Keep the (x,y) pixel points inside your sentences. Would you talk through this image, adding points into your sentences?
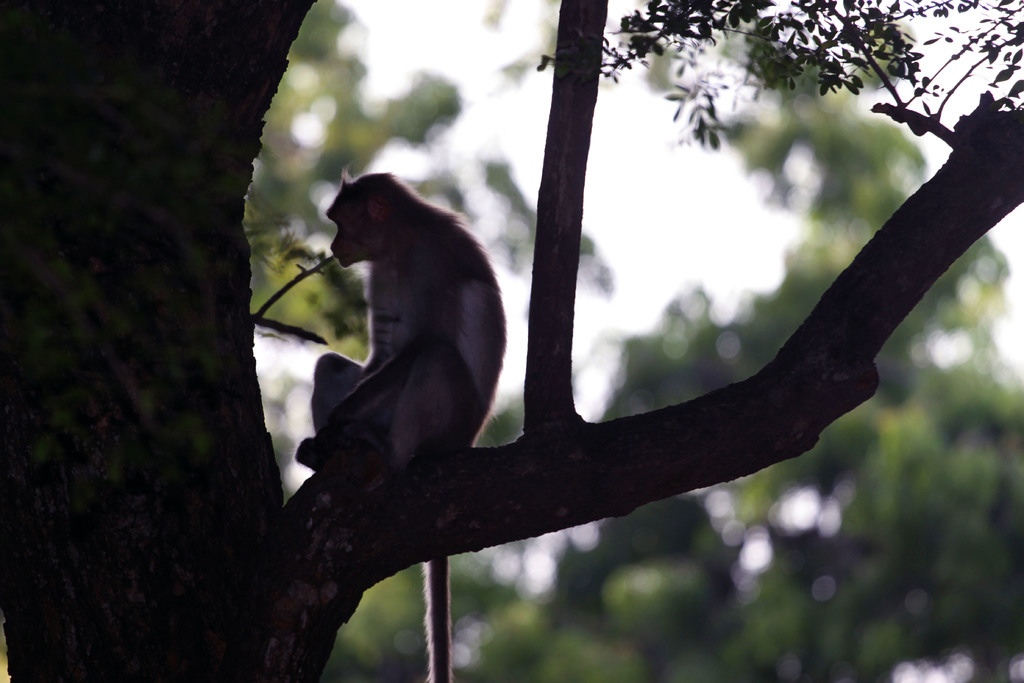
In this image I can see a monkey (488,372) is sitting on the branch (638,462) of a tree (461,470), the sky (757,185) and trees (861,435). This image is taken may be in the forest (616,492).
